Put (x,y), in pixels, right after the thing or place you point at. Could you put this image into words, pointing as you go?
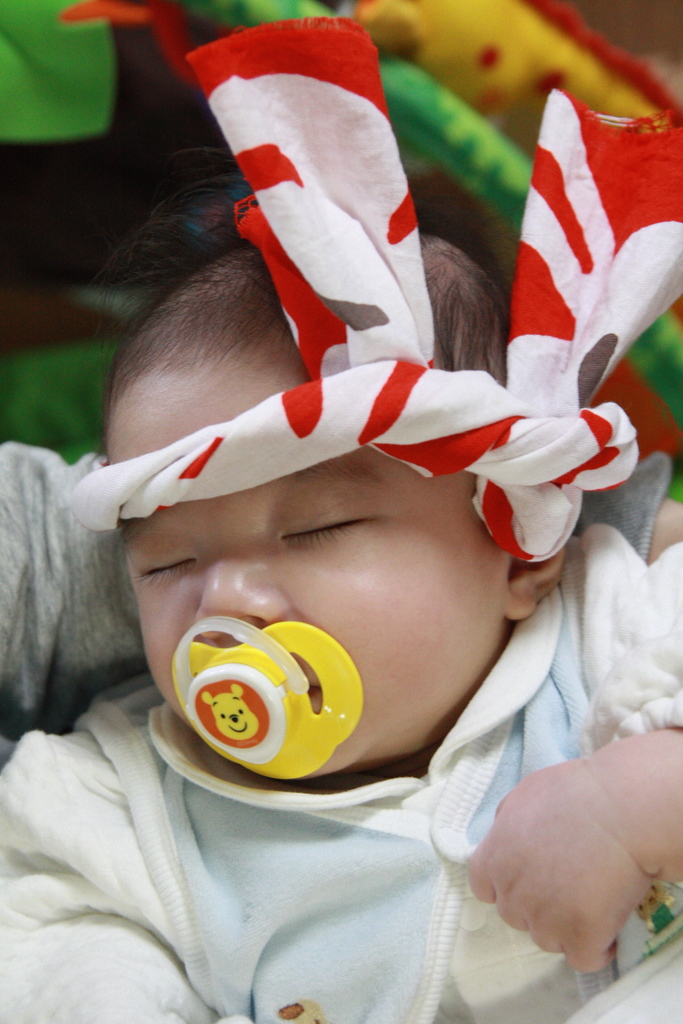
This image is taken indoors. In the background (86,22) there is a baby carrier (186,17). In the middle of the image (333,494) there is a baby (214,816).
